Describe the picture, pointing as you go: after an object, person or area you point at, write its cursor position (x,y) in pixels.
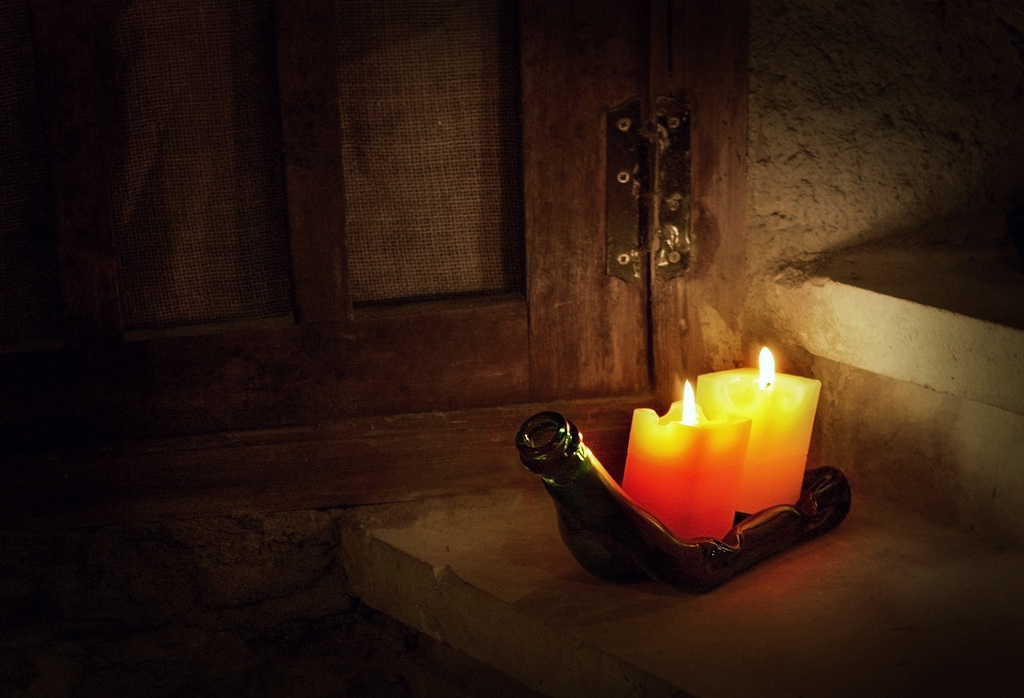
In this image we can see lighted candles (722,487) above the bottle (731,538). In the background (331,188) we can see a window (322,140) and wall (1008,108).
